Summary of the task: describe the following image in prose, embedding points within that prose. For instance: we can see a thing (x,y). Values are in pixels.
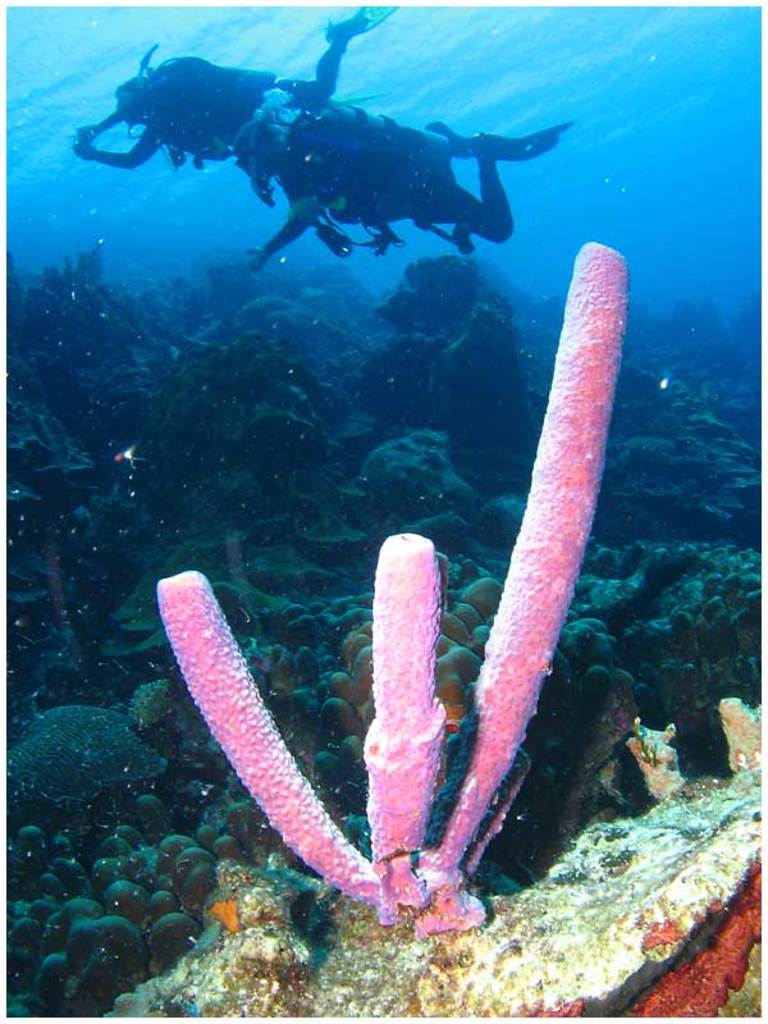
In this image I can see the plant (383,898) and to the side there are rocks (349,941) and many aquatic plants (252,419). The plant (394,884) is in pink color and the water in blue color.
